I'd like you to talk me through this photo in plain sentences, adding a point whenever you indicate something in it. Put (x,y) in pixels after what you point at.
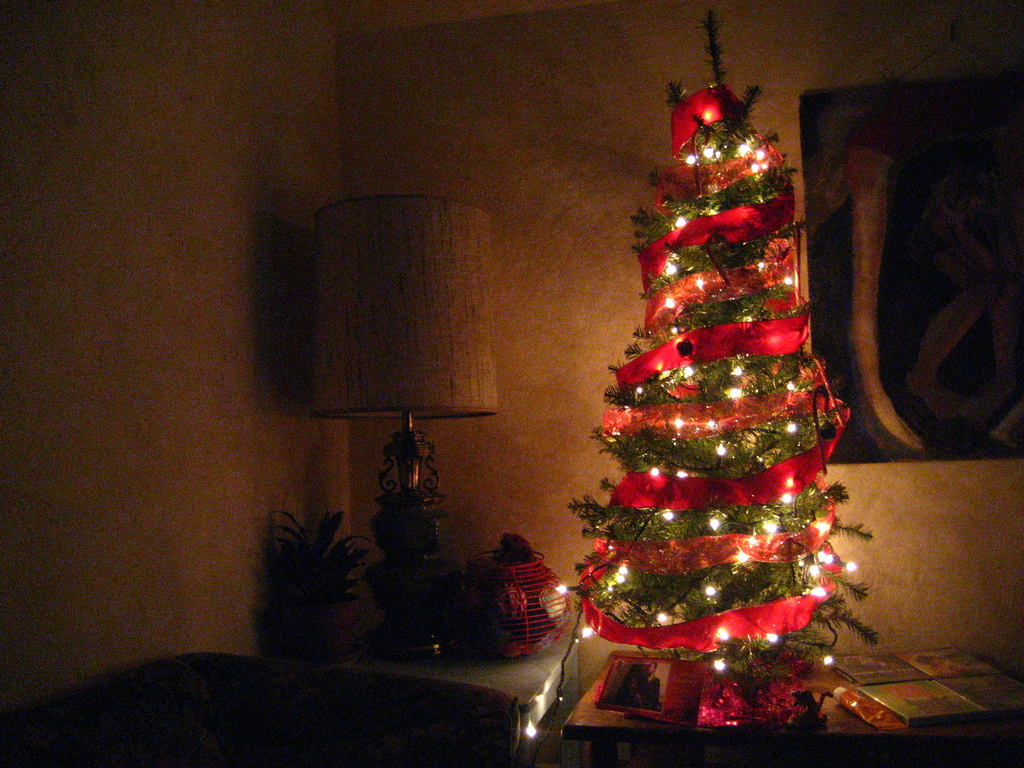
In the center of the picture (666,276) there is a christmas tree (720,600) on a table (729,740) decorated with lights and ribbons (715,542). On the right (887,675) there are books (921,664) and a frame (930,271). On the left (321,642) there are lamp (405,486), flower pot (335,588) and other objects (475,604). In the background (345,188) it is wall (523,160).
